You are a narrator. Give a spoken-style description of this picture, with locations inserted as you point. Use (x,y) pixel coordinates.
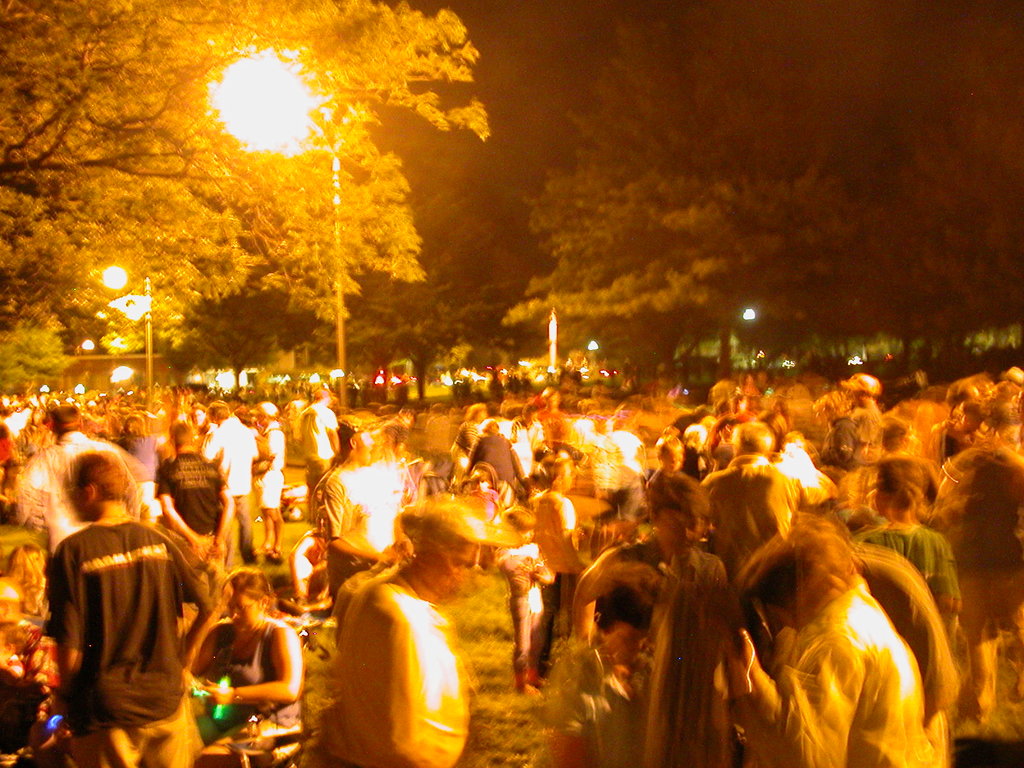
In this picture there are many people (578,705) waiting in the ground (478,625). Behind there is a street light (282,116) and huge trees (291,316).
